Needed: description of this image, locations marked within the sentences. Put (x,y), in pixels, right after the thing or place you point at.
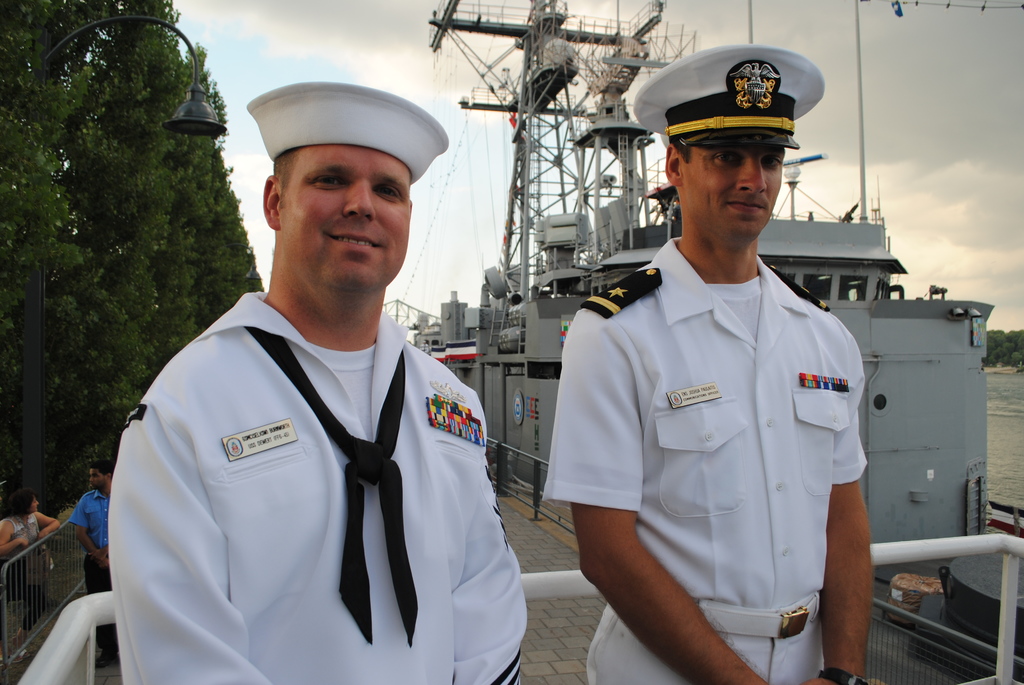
In the image there are two officers (327,459) in white dress (705,423) and white cap (709,140) standing, on the left side (99,165) there are trees (116,244), on right side (960,331) there is ship (946,439) in the sea (993,453) and above its sky (409,58) with clouds (366,37).
